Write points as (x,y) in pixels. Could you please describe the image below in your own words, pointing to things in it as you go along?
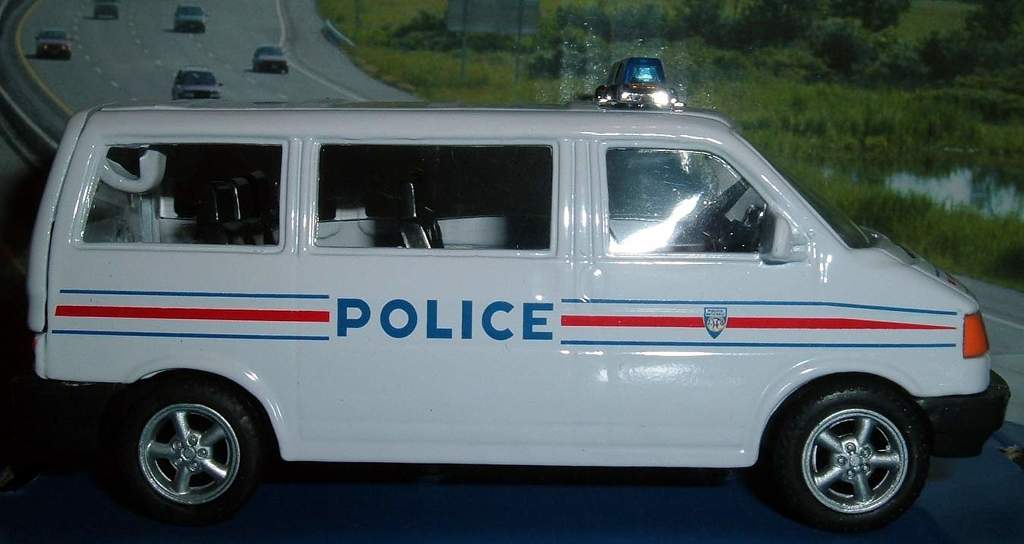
In this picture we can see white color small miniature police van (253,289) in the middle of the image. Behind we can see a poster (234,57) on which some cars (270,60) are moving.
